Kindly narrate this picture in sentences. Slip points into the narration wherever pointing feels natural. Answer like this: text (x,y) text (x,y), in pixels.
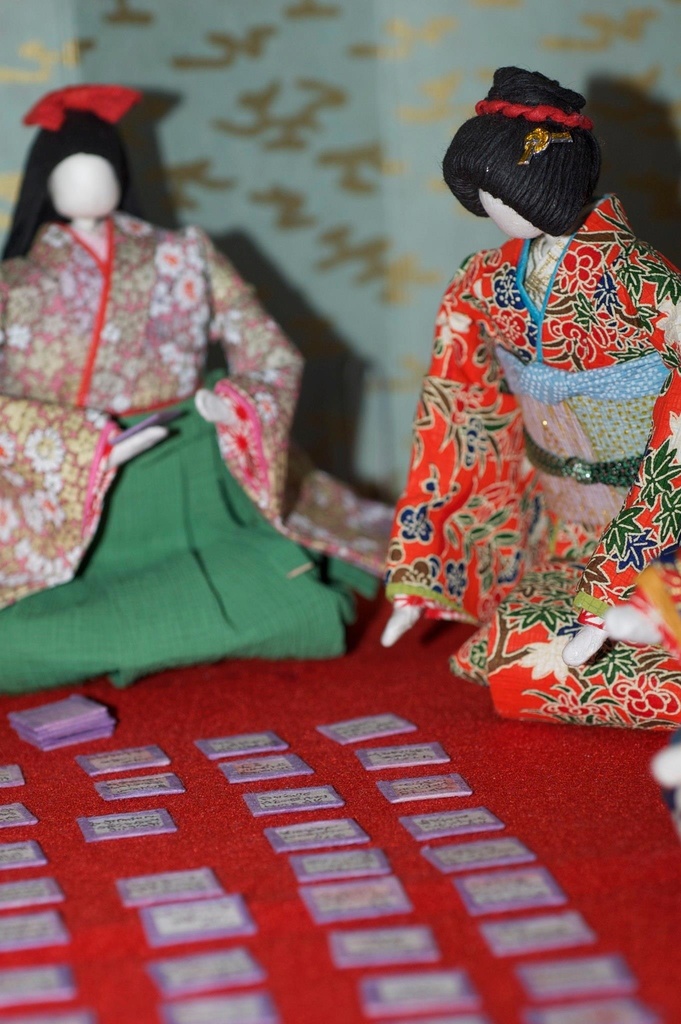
In this picture we can see couple Japanese paper crafts (296,383), in front of the crafts (386,513) we can find few cards (364,755) on the red color carpet (516,762).
